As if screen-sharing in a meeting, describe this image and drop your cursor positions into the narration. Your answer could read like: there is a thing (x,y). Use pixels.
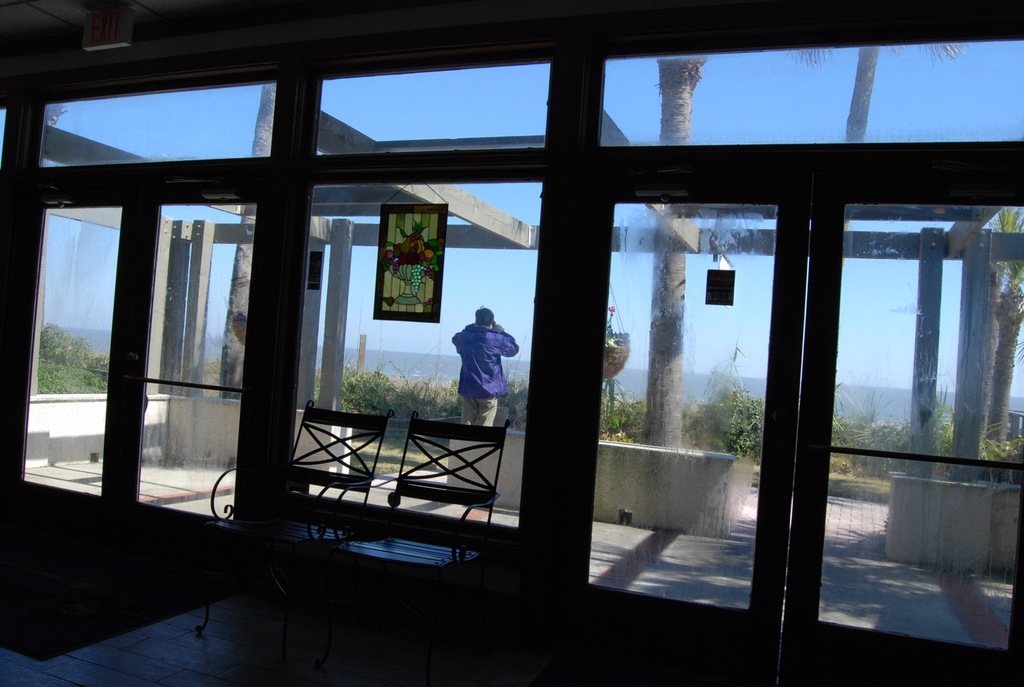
In this image there is a man (470,362) standing in the corridor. This image is taken from inside the room (511,563) where there are two chairs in the middle (487,431). Beside the chairs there are two doors (871,443). In the background (662,379) there are plants (404,395). There is a label (414,228) attached to the glass (469,259).
